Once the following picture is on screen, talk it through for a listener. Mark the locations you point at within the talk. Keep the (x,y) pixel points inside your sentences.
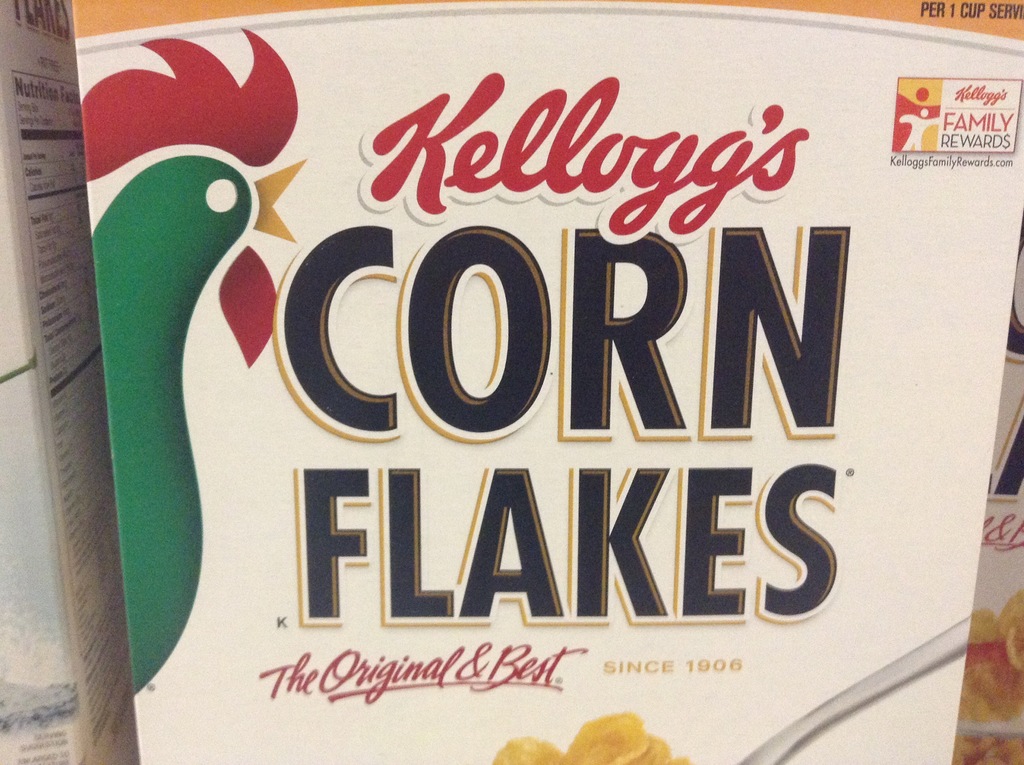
In this image I can see few boxes (758,565) which are colorful. On one of the box (276,146) I can see the name Kellogg's corn flakes (432,116) is written on it.
